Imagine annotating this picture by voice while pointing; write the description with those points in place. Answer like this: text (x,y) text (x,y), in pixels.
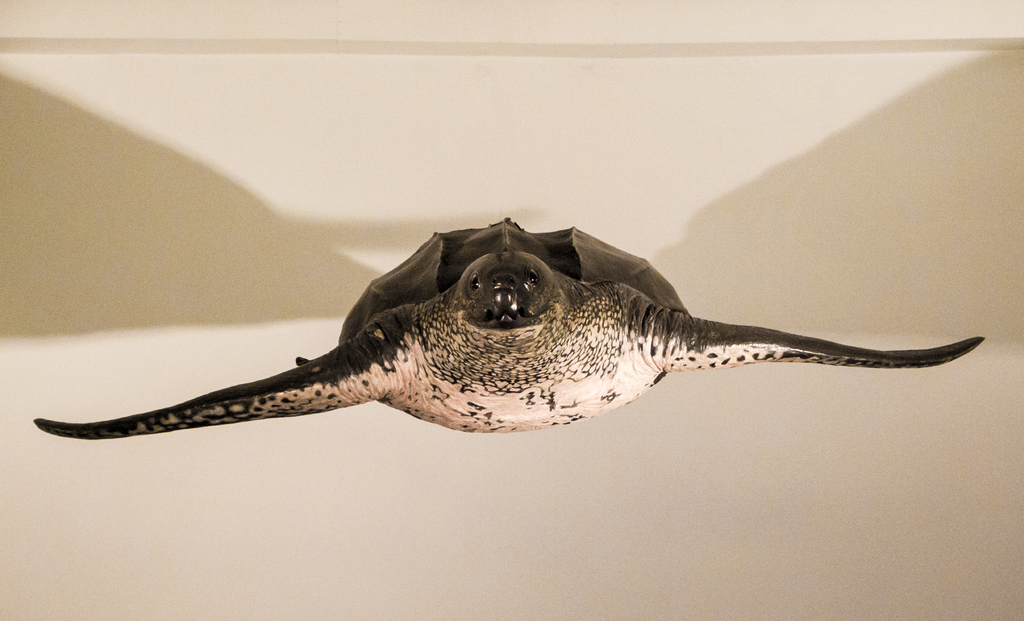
In the center of this picture (487,318) we can see a turtle like thing (432,415). In the background (256,188) we can see a wall (137,234).
